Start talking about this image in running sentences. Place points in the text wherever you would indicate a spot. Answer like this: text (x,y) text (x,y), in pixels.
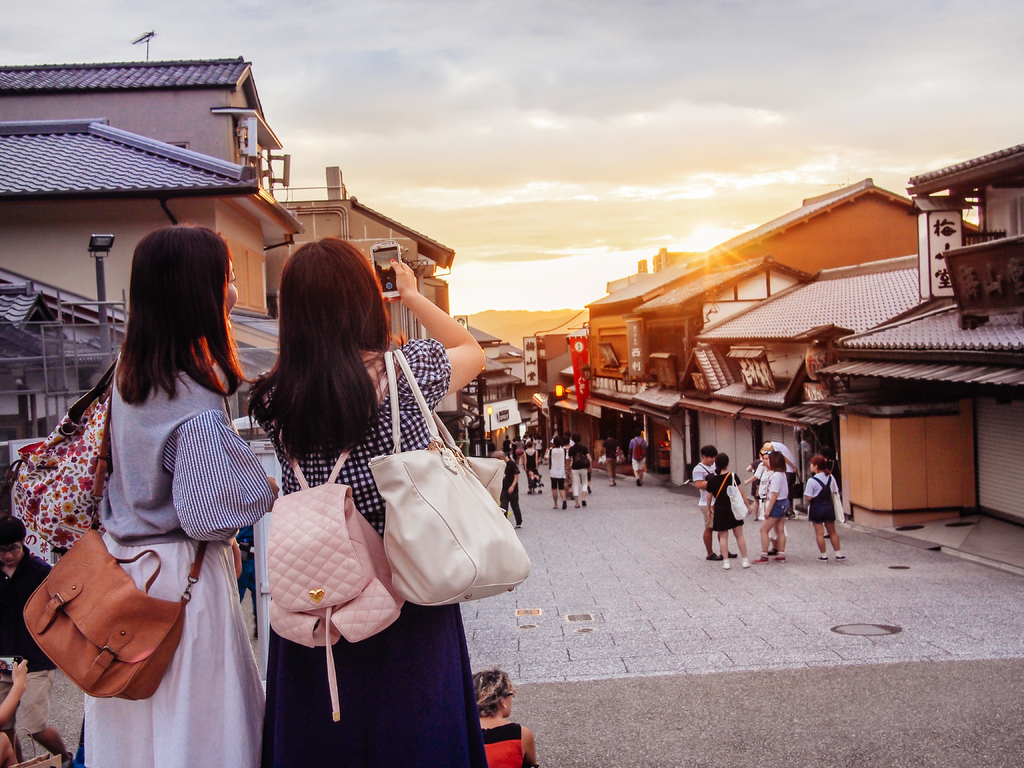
On the left side of the image (240,548) we can see a few people (213,584) and one human hand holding some object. Among them, we can see two persons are wearing bags (388,481) and one person (460,376) is holding a smartphone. In the background (539,158), we can see the sky (525,174), clouds (547,227), buildings (867,296), few people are standing, few people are walking, few people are holding some objects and a few other objects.
